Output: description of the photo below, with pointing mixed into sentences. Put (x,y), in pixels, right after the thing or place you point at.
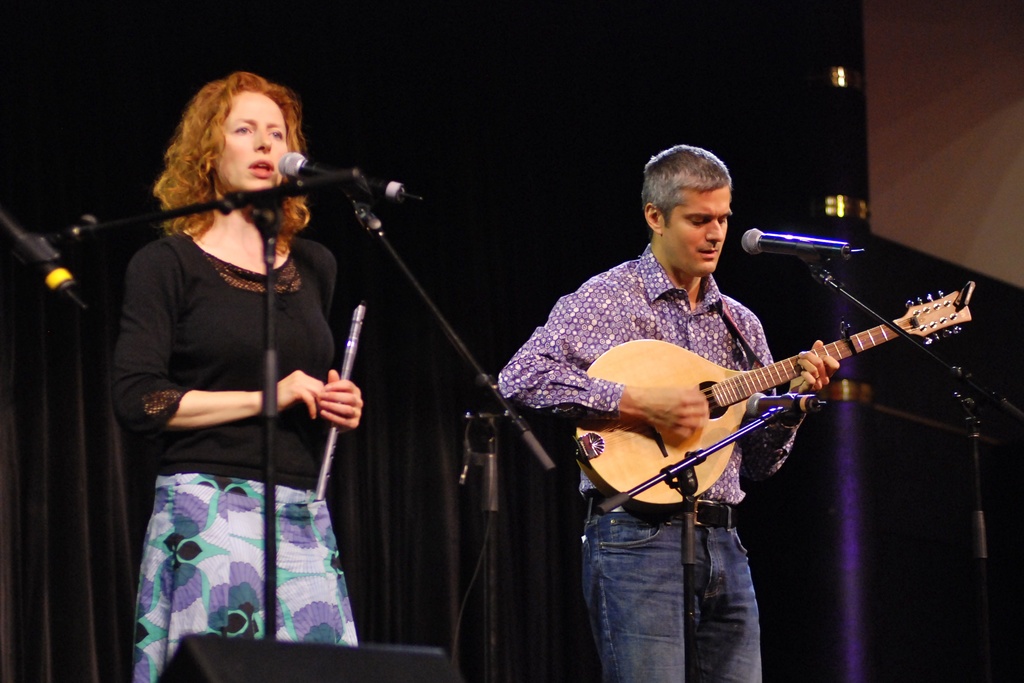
This picture shows that there are two members (273,152) standing on the stage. Man (704,410) is holding a guitar (716,399) in his hand (824,364). In front of him there is a microphone (781,249) and a stand (838,281) here. The woman (238,314) is singing. She is holding a flute (352,343) in her hands (342,407). She is also having a microphone (304,160) and stand (484,475) in front of her.
